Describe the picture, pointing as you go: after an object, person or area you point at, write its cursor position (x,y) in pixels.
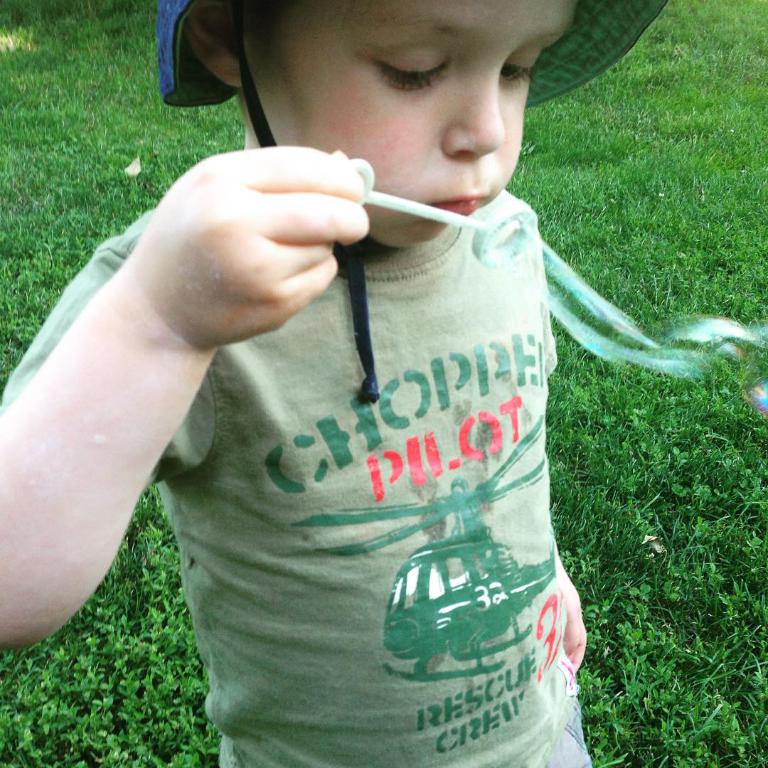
In this image we can see a child (399,235) wearing hat (199,88). And the child (253,241) is holding something in the hand (271,238) and blowing bubbles (554,275). In the background (608,440) we can see grass (658,568) on the ground (651,617).
